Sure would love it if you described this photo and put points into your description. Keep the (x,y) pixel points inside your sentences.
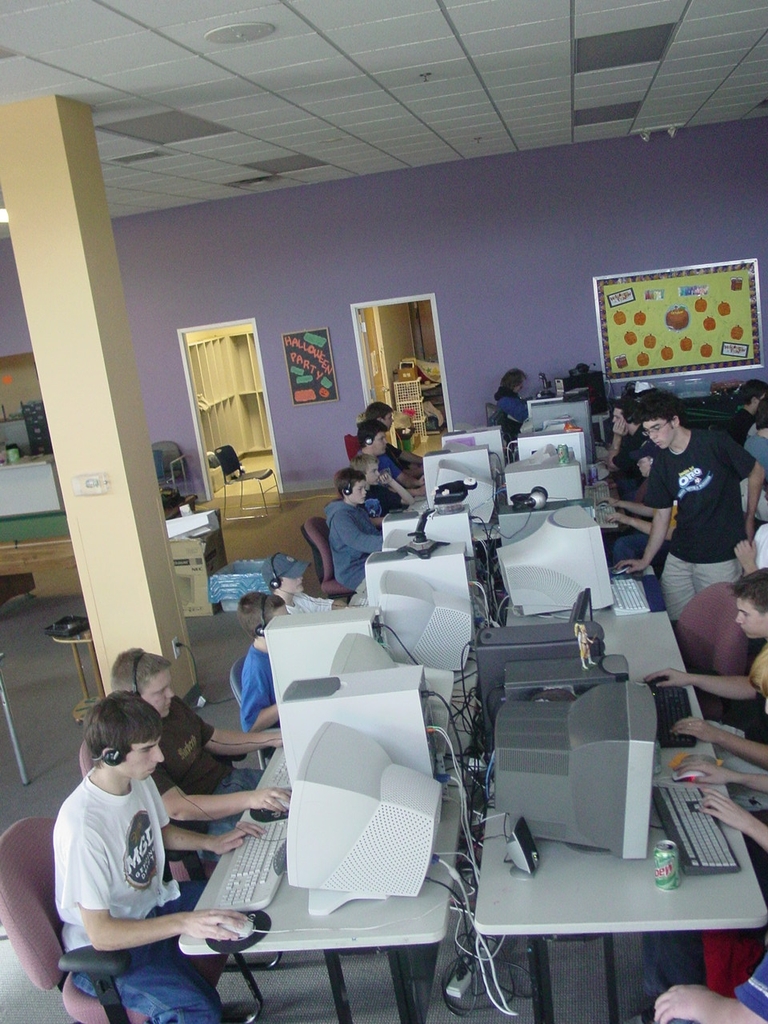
In this image we can see the people (162,704) wearing the headphones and sitting on the chairs (112,988) which are on the floor (294,968) and working. We can also see the tables (447,853) with the monitors (397,788), keyboards (249,879), mice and also the CPU's (318,617). In the background (274,475) we can see a chair (258,480), pillars (124,503) and also the posters (680,327) attached to the wall (704,247). We can also see the doors (183,337) to access to other rooms (385,350).
